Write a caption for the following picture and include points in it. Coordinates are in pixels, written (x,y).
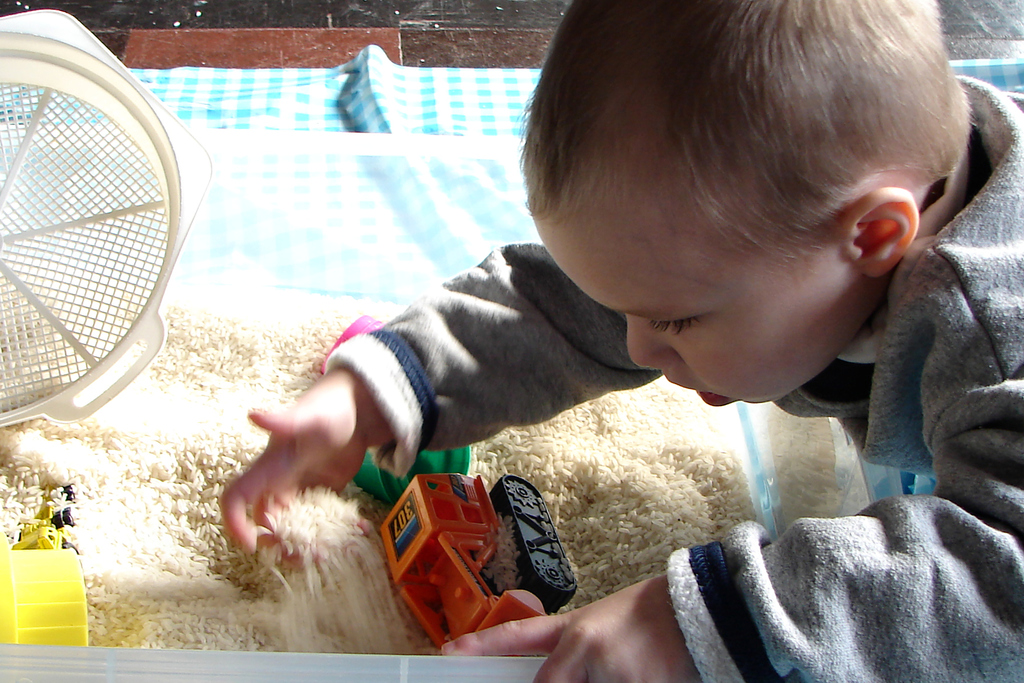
A child (739,612) is playing with the toys (424,569) and rice (202,560).
